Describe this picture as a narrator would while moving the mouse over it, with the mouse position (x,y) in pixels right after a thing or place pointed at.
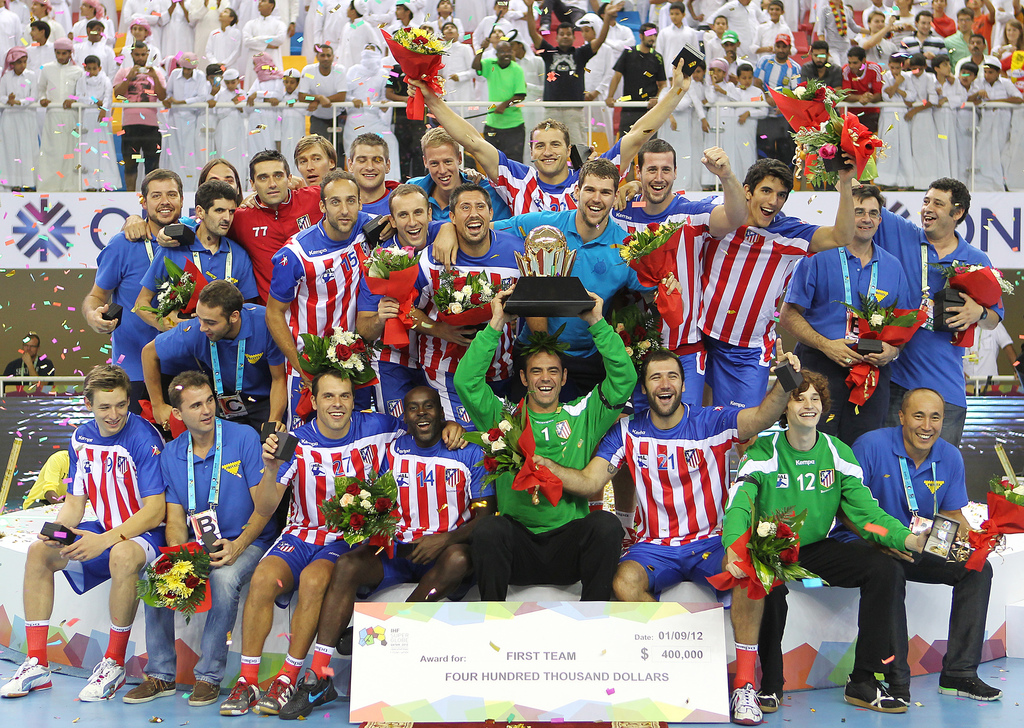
In this image, we can see people (815,394) wearing sports dress (495,262) and one of them is holding an award (545,303) and some are holding bouquets (392,281) and some other objects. In the background (561,92), there are many people (561,92) and we can see railings (19,107) and some boards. At the bottom (127,703), there is a floor (115,711).
